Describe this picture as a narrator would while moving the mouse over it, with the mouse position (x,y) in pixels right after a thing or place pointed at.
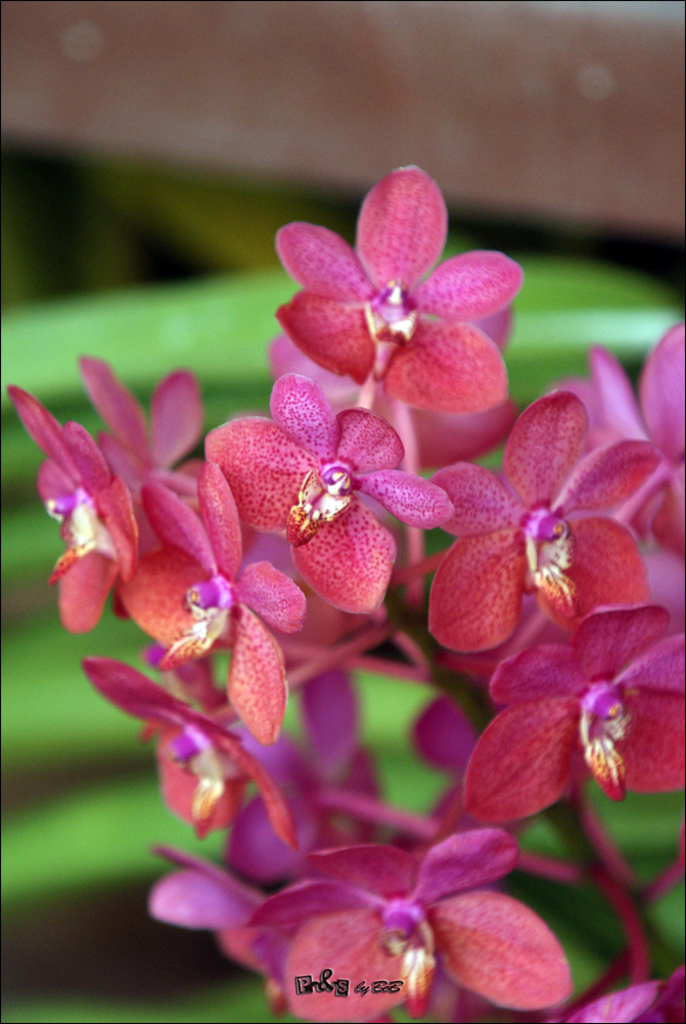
This picture contains flowers (318,788) which are pink in color. In the background (254,268), it is in green and brown color and it is blurred in the background (17,642).
